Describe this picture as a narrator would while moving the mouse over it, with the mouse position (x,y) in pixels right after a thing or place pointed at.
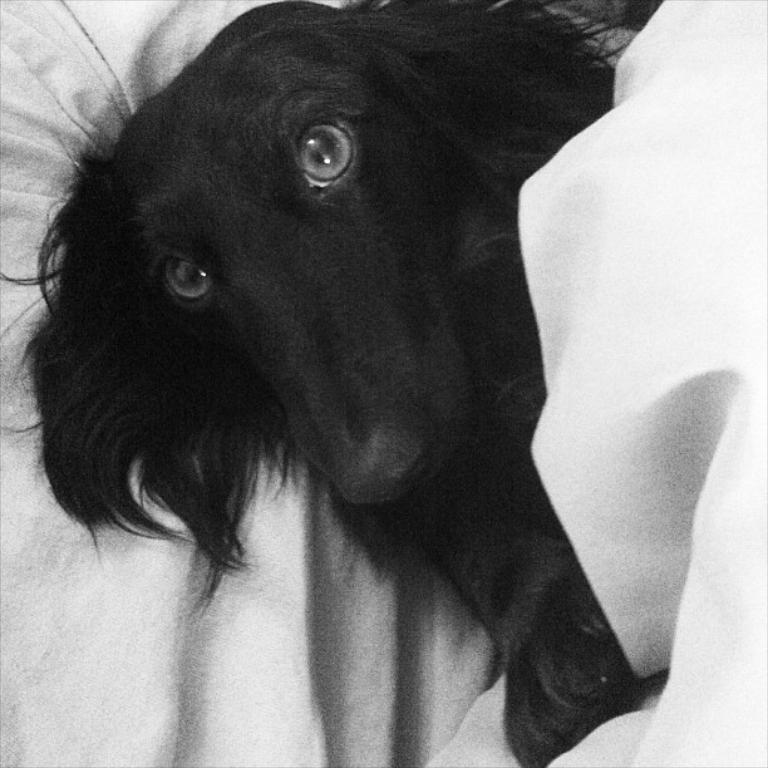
This picture is a black and white image. In this image we can see one black dog (548,57), one object (714,279) looks like a bed sheet (744,182) on the right side of the image (708,411) and it looks like a bed (115,23) under the dog (510,744).
